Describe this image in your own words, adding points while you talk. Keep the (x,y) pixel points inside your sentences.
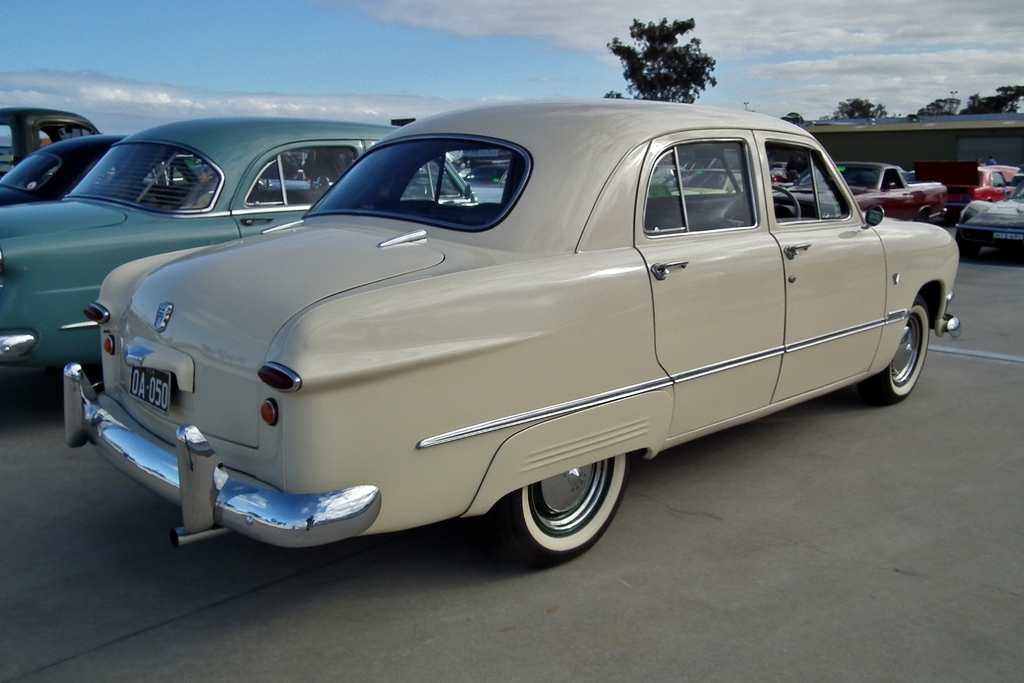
In this image we can see group of vehicles (712,216) parked on the ground (800,450). In the background (884,143), we can see a building (939,144), group of trees (870,108) and the cloudy sky (609,74).
